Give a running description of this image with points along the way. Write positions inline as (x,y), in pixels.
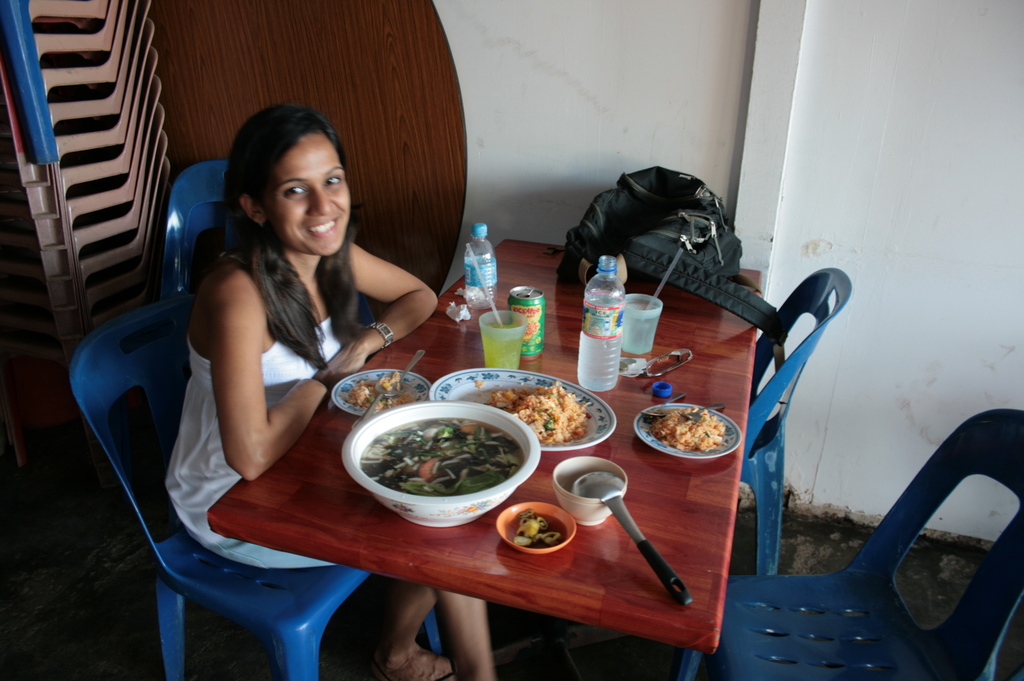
In this picture there is a woman (243,370) sitting on a chair (260,579) and smiling and we can see bottles (593,337), plates (528,385), bowls (393,428), food (422,455), tin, spoon (621,484), bag (618,209) and objects (657,389) on the table (573,554). We can see chairs (104,46), wooden object (331,115), wall (824,139) and floor (118,547).
